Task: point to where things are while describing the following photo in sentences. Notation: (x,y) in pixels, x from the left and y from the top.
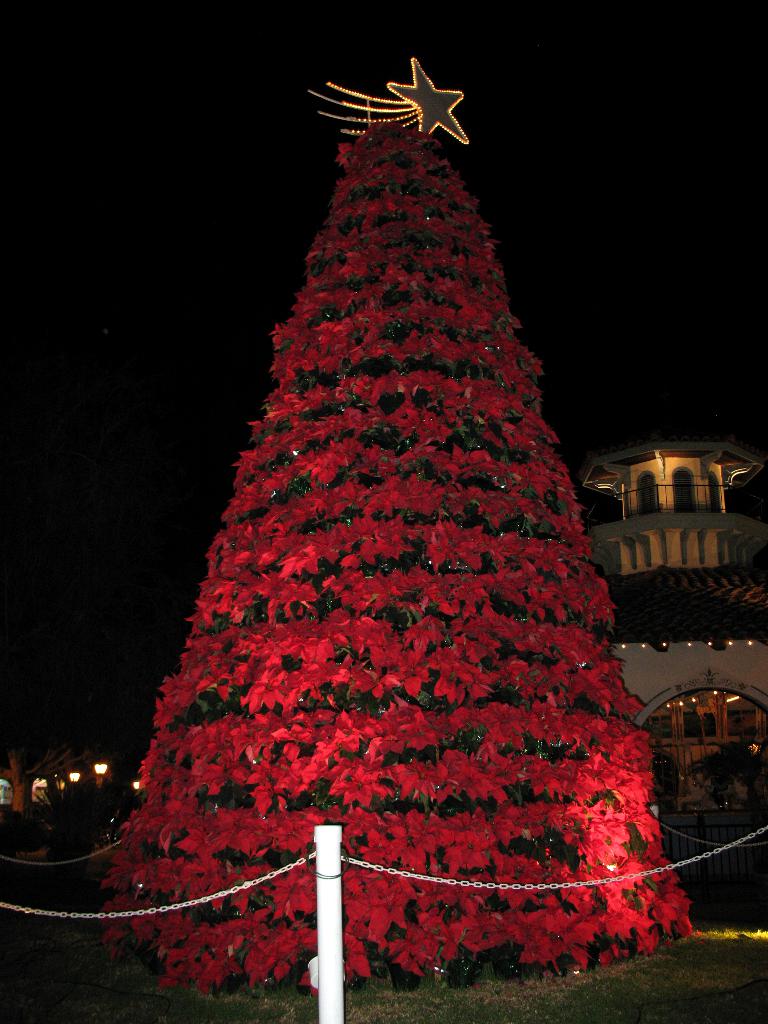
In this image I can see a Christmas tree (371,688) decorated with red color flowers (397,495) and top of tree (413,126) I can see a star (440,99) with lighting (440,125), on the right side (635,539) I can see a building (672,799), in front of tree (346,886) I can see a pole (333,886) and there are chains (36,914) attached to the pole (327,858), background (590,191) is dark and this picture is taken during night.
